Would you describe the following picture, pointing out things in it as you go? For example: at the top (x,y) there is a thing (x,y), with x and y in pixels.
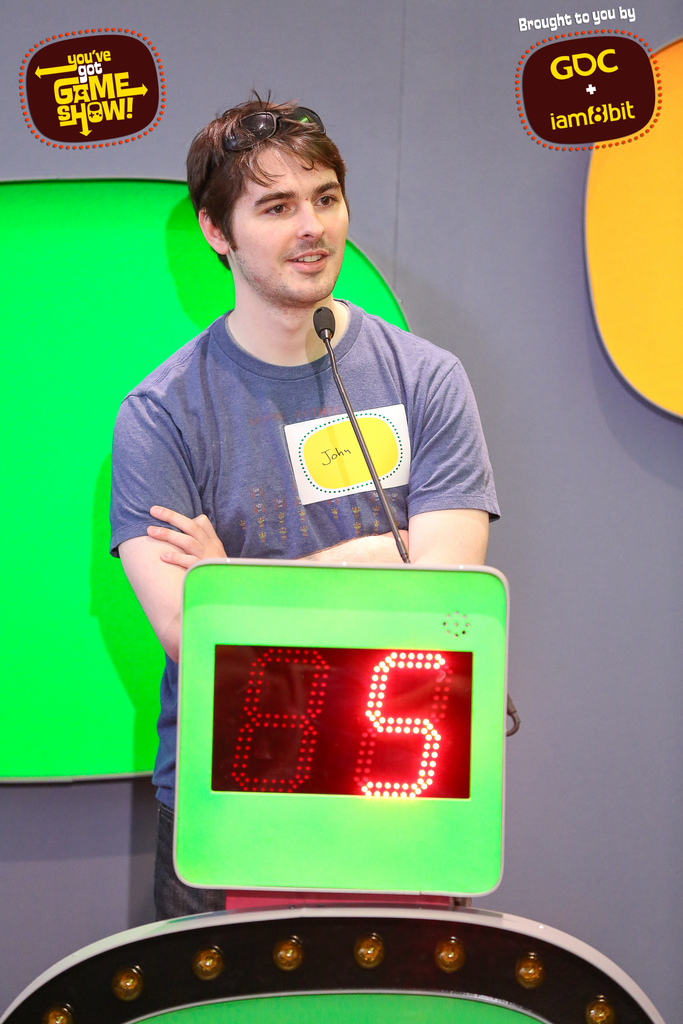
In this picture we can see a man (465,426) wearing a T-shirt (474,426), standing and smiling. We can see a microphone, digital number board (351,866) and few objects (6,228). We can see a gray background (525,785). We can see some information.
